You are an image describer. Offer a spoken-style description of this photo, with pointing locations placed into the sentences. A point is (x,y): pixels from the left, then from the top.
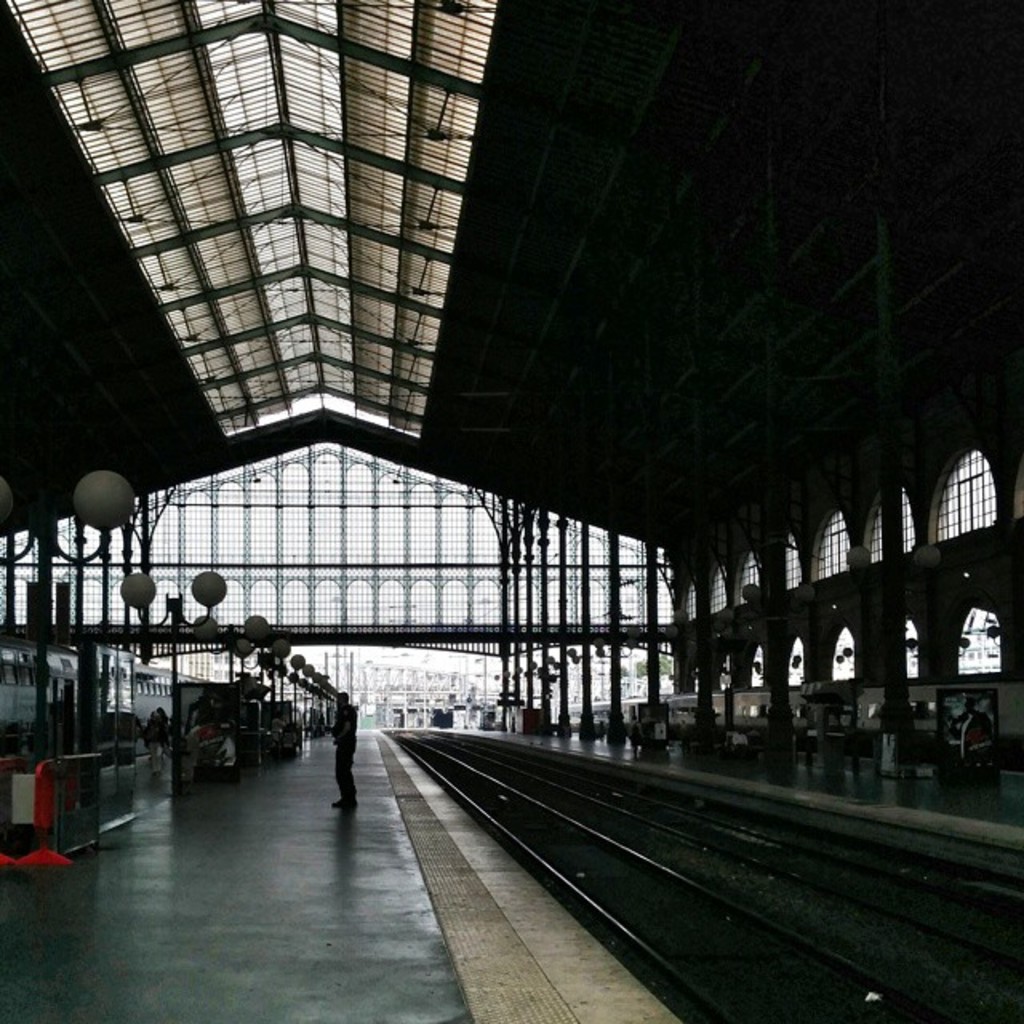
This image is taken in a railway station (416,753). At the top of the image (376,216) there is a roof (407,122). At the bottom of the image (345,941) there is a platform (289,936) and a man (342,757) is standing on the platform (331,829). On the left (183,746) and right sides of the image there are two platforms (914,795) with pillars (43,645), lights (148,603) and windows (912,541). On the left side of the image (18,732) a train (22,673) is moving on the track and there are two railway tracks (558,816) on the right side of the image (818,936).
